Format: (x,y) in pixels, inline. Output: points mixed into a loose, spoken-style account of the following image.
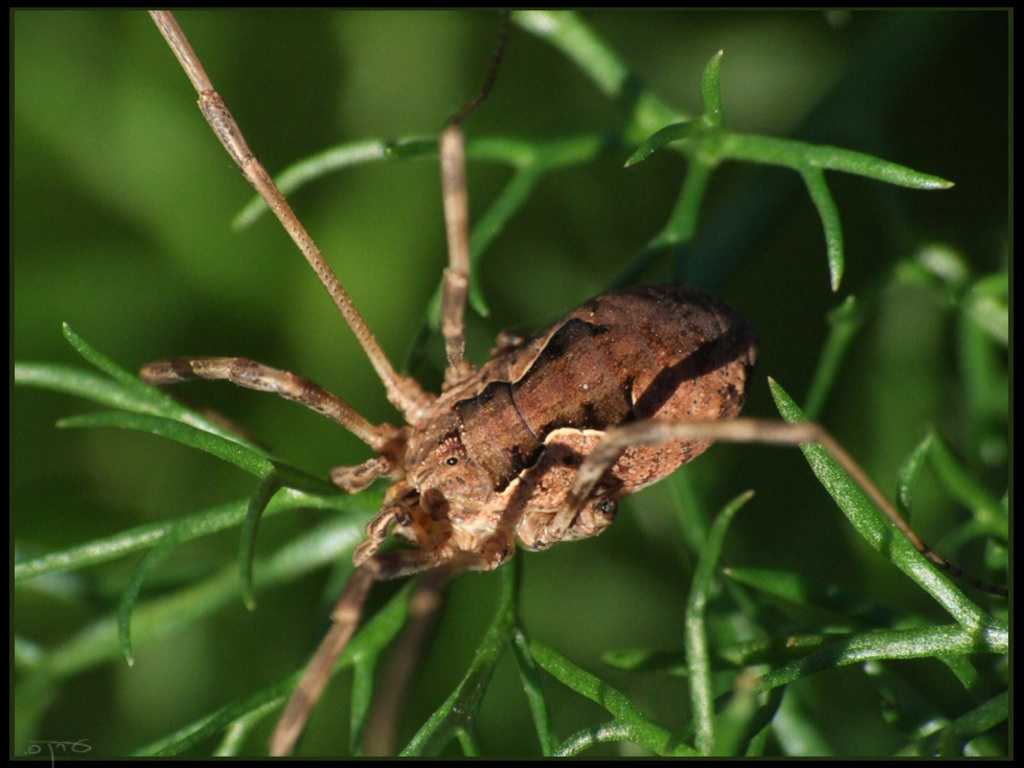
This is a zoomed in picture and seems to be an edited image with the black borders (516,766). In the center (418,447) there is an insect (407,471) on the stem (947,598) of the plant (849,319). The background of the image (91,119) is green in color.
